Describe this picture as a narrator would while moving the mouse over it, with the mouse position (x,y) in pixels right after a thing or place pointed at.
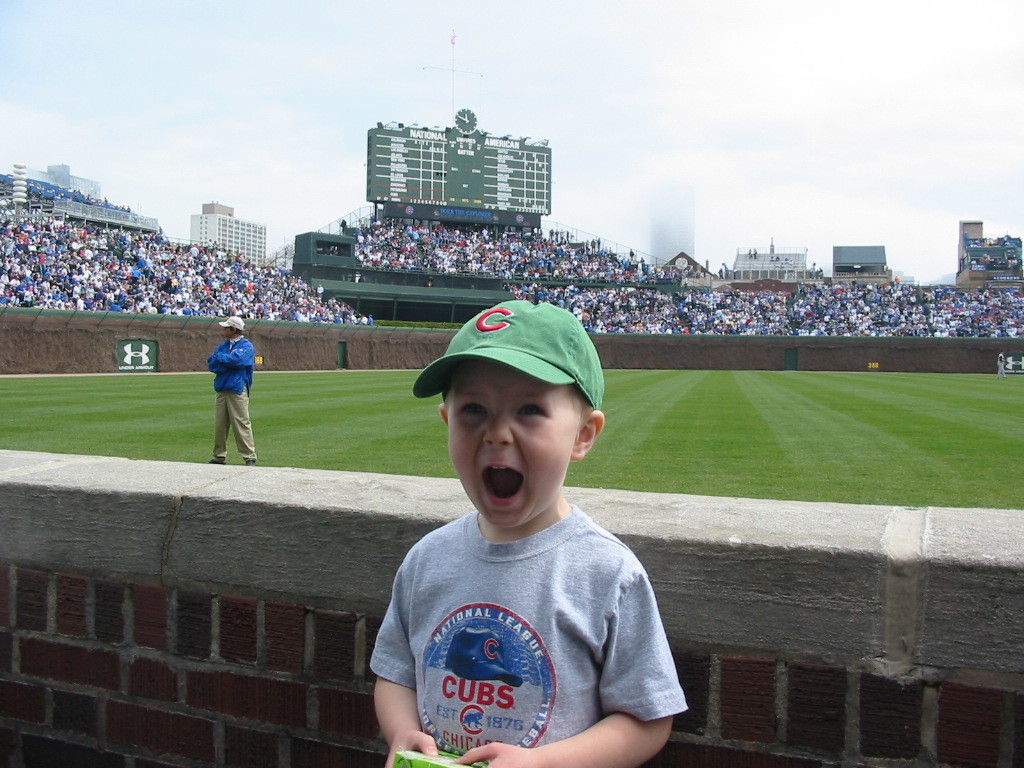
This is a small boy (518,665) standing and holding an object (440,754) in his hands (417,744). He wore a cap (512,331) and T-shirt (507,628). This looks like a wall (203,619). Here is a person (222,418) standing. There are groups of people (216,258) sitting. This looks like a scoreboard (463,195). These are the buildings (223,236). I think this is the stadium (703,373).
